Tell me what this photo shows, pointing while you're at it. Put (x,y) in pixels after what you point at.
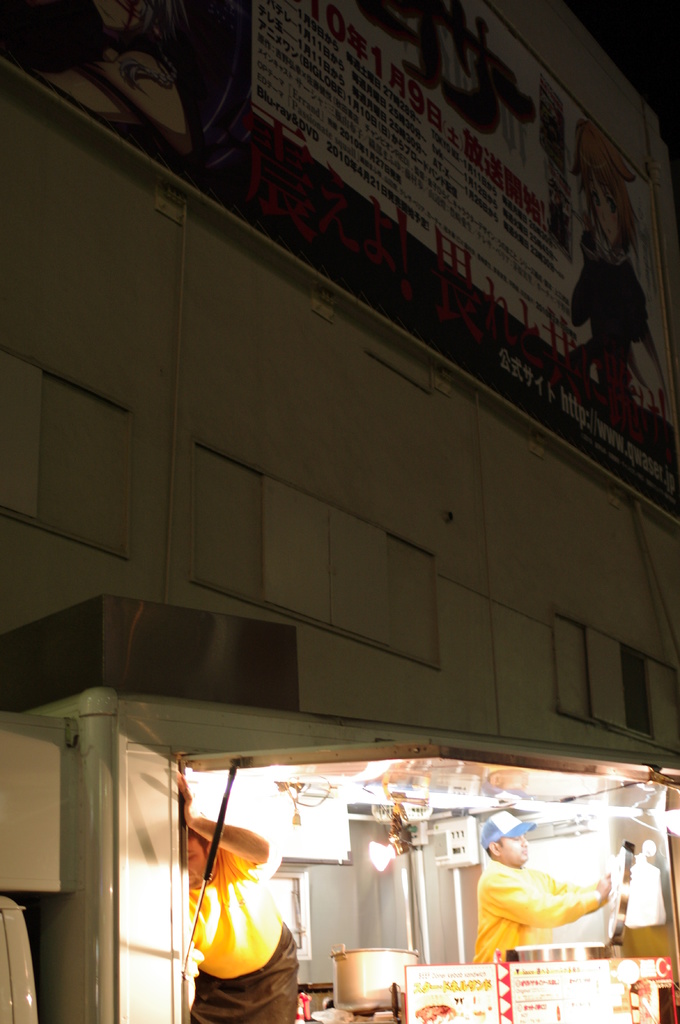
In this picture we can see two people (236,927), bowl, posters (455,993), lights (385,860) and some objects (87,619) and in the background (159,434) we can see a banner (264,150) on the wall (371,424).
